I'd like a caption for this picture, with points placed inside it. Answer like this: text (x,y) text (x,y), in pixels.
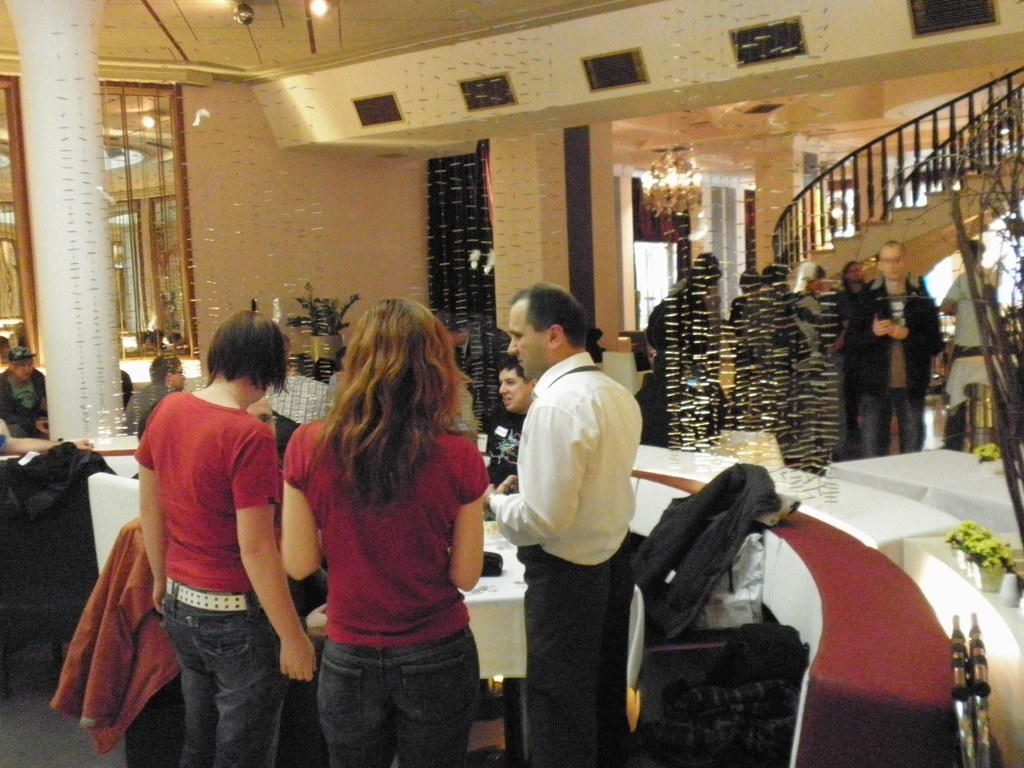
In the center of the image (462,483) we can see a table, chairs (804,707), bags (717,599), clothes (386,680), some people (450,603) are sitting on the chairs (930,747) and some of them are standing. In the background of the image (897,54) we can see the wall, pillar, windows (671,251), stairs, chandelier (673,208), railing (990,84) and some people (831,317) are standing and some people (41,400) are sitting on the chairs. At the top of the image (526,12) we can see the roof (339,19) and lights (241,20). At the bottom of the image (38,712) we can see the floor (38,744). On the right side of the image (1017,408) we can see the pots (994,566), plants (987,557) and glasses (1003,587).
